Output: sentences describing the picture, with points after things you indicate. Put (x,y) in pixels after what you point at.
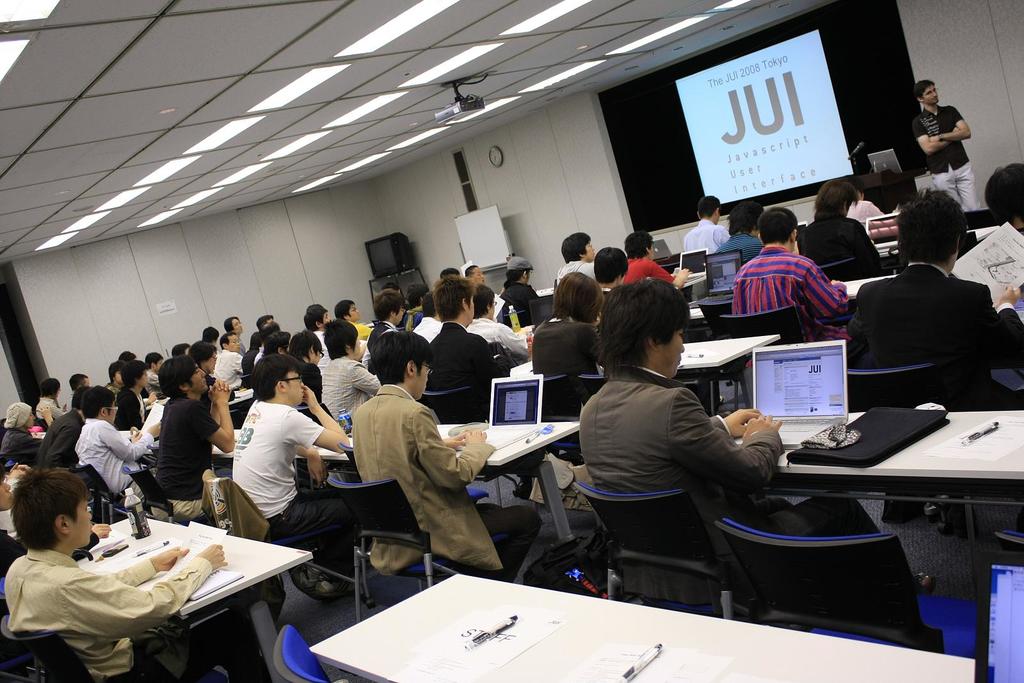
In this picture there are people (26,572) those who are sitting in the center of the image (606,400), there are laptops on benches (448,587) and there is a projector screen (755,187) at the top side of the image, there is a man (927,128) on the right side of the image (926,153).
